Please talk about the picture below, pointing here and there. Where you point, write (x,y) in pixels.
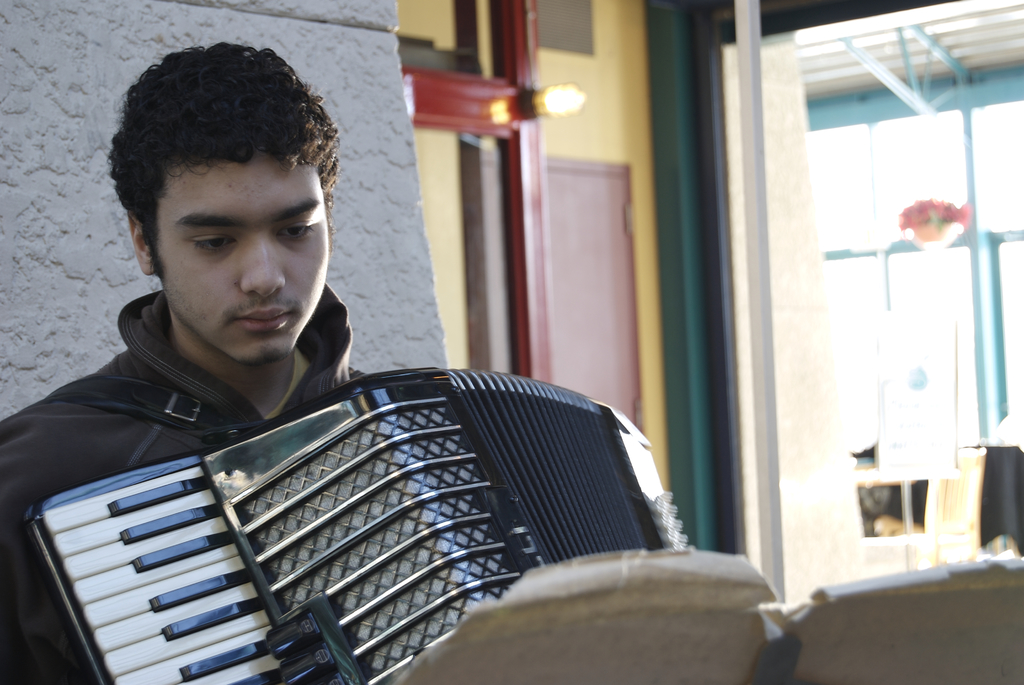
In this image we can see a boy (291,245) who is holding musical instrument (263,575). In front of him book (732,619) is there. Background of the image (568,187) wall (377,187), door (631,336) and flower (939,221) are there.
